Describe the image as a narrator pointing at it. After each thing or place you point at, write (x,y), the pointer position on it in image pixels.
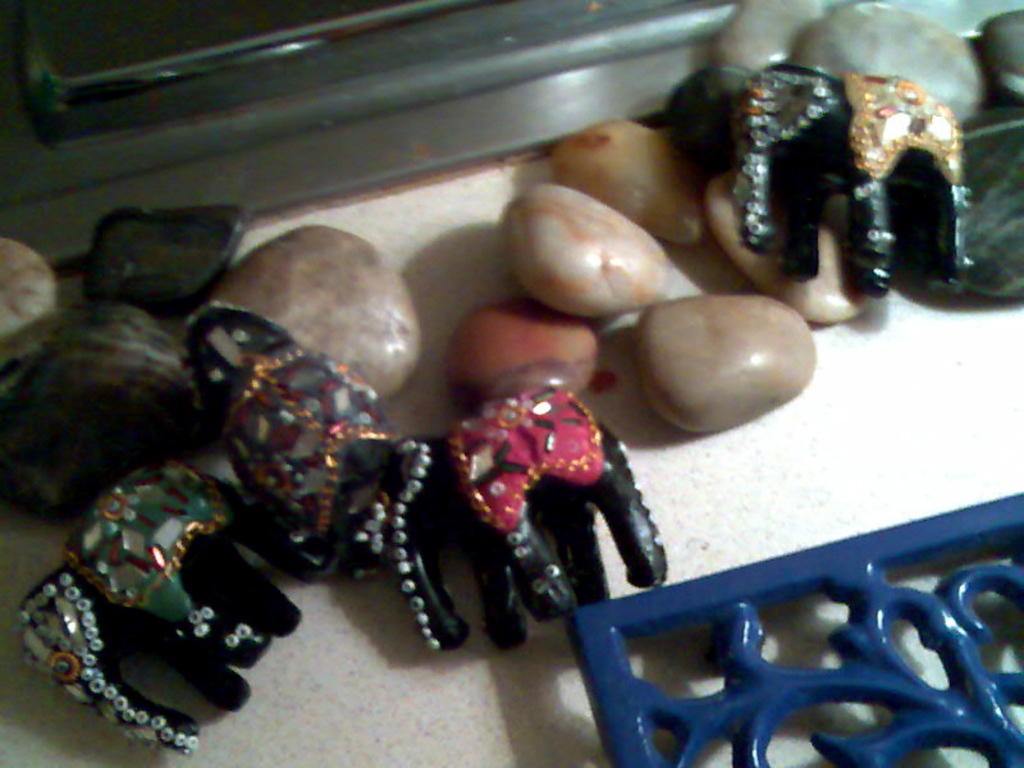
In this picture I can see there are few elephant dolls (322,437) and there are few pebbles (580,331) and there is a blue color frame (841,685) at right bottom (809,703).
